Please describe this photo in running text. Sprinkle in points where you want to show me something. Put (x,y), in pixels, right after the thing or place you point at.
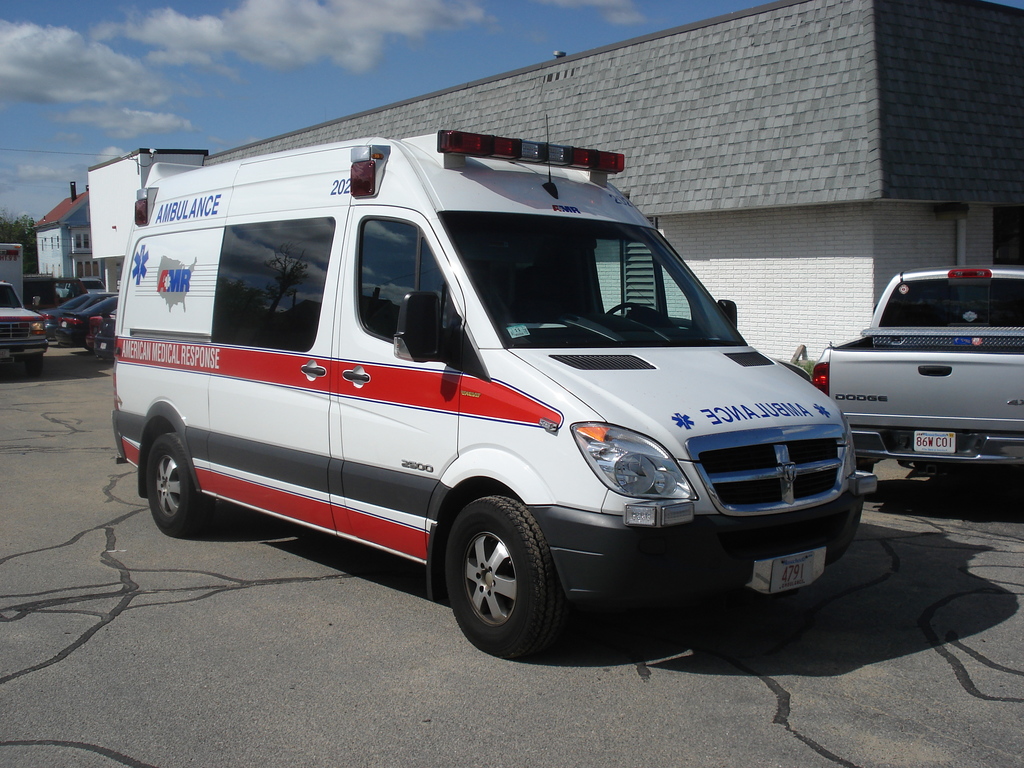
This picture is clicked outside the city. In the middle of the picture (508,424), we see an ambulance (438,427). Behind that, there are cars (66,320) parked on the road (62,360). On the left side (75,338), we see car (13,304) parked on the road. On the right side (846,278), we see a building (406,133) in white and grey color. In the background (97,234), there are trees (33,253) and buildings (56,226). At the top of the picture (163,99), we see the sky (190,86) and the clouds (177,49).
